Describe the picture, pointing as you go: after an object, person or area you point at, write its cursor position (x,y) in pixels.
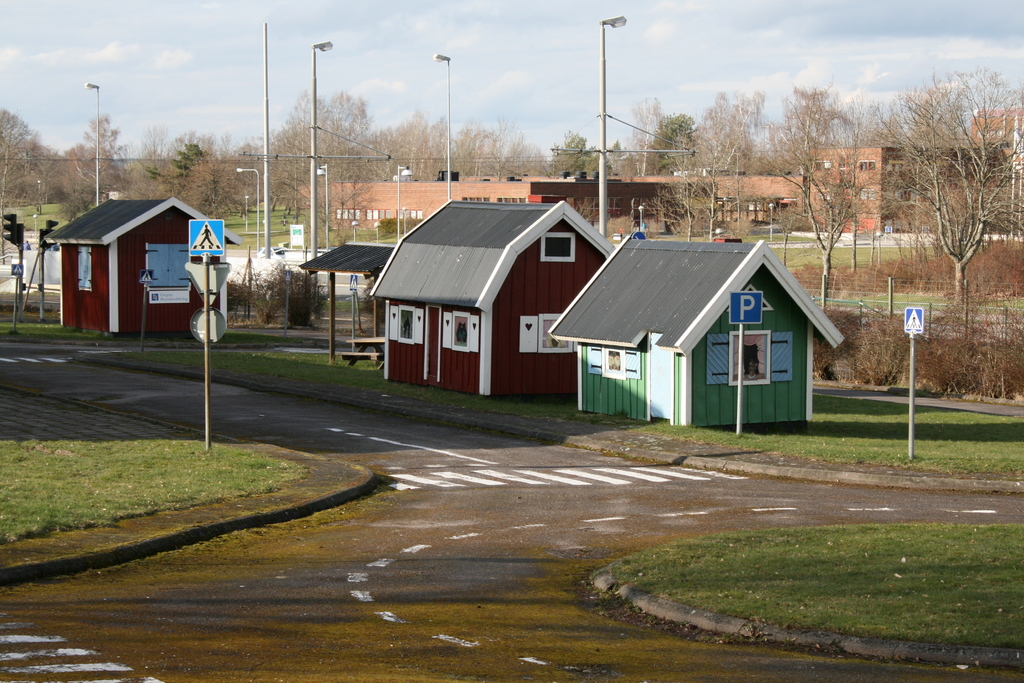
In this image there are few wooden houses (464,273), buildings (448,190), trees (282,190), poles (264,190), street lights (313,177), signals (196,316) on the road (386,430) and the sky (483,81).
